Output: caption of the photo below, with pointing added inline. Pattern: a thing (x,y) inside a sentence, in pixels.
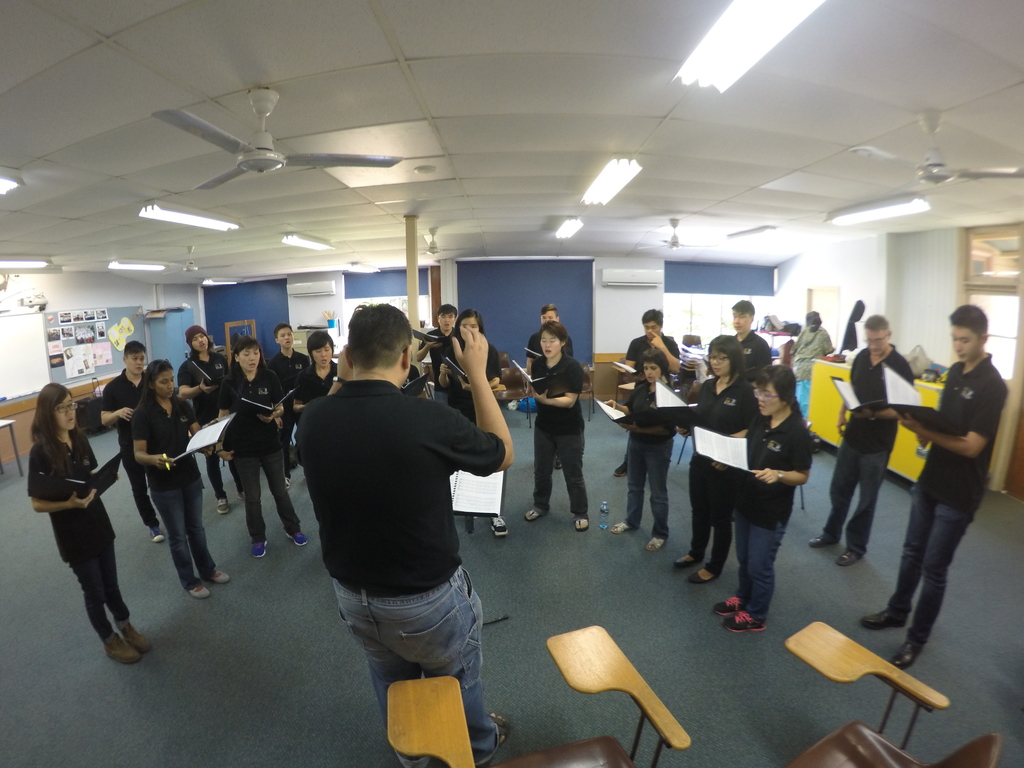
In this image there is a man (391,502) in the middle (391,502). In front of him there are group of people (257,369) who are standing on the floor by holding the books (112,476). Behind the man (400,629) there are chairs (874,752). At the top (490,141) there is ceiling (553,155) with the lights (589,200). In the background (610,280) there is a wall (604,287) which has two air conditioners (641,280). On the left side (67,325) there is a board (105,326) on which there are articles (86,326).
